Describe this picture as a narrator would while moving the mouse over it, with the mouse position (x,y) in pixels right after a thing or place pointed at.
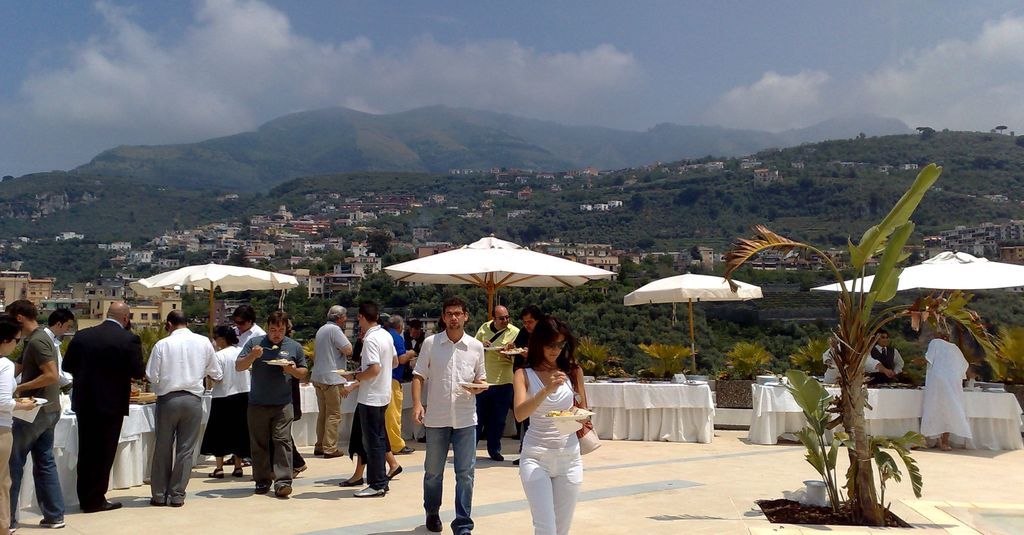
In this image there are group of people (466,471) eating and behind them there are tents (477,273) above the food counters (757,388), in the background (780,294) there mountains (661,223) and houses (261,246).
